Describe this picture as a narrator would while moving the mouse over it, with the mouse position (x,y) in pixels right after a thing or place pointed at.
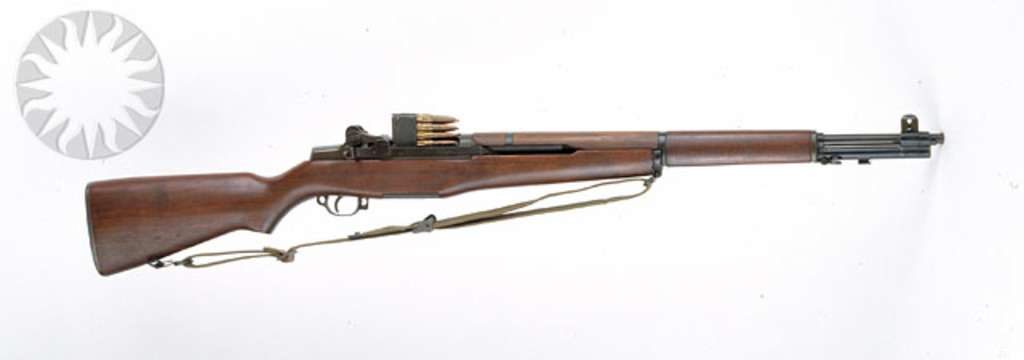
In the picture we can see a gun (143,183) which is made up of a wooden (397,181) and iron (385,152) and on the top of it we can see bullets (428,134).
